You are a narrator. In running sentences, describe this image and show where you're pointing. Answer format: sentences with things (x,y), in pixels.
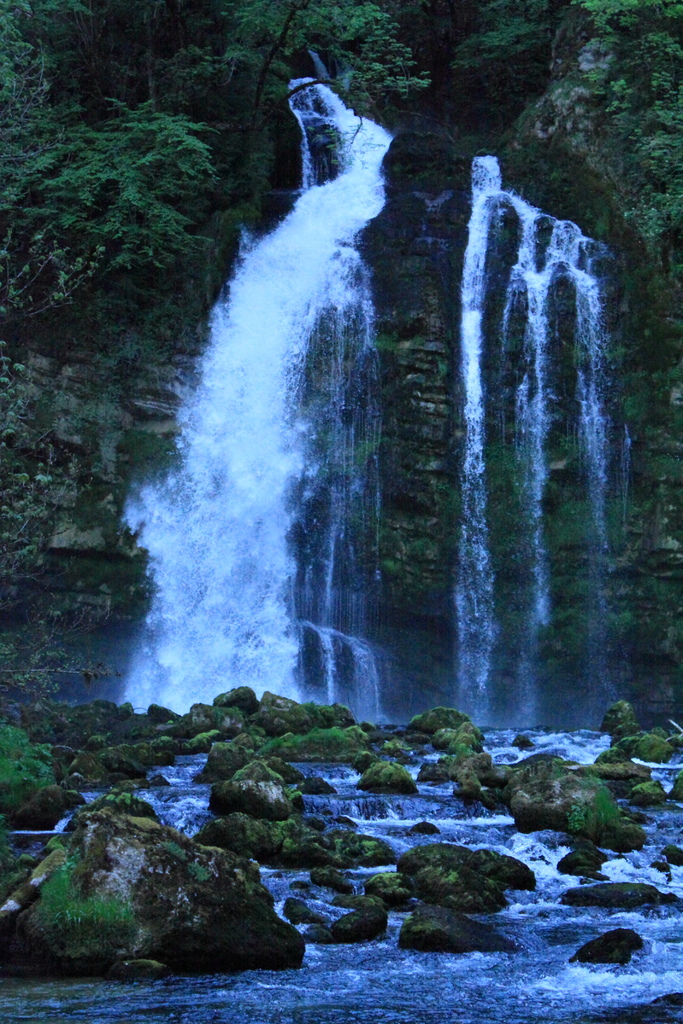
In the picture we can see water falls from the hills (393,426) and to the hill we can see some plants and to the down we can see water (399,971) and some rocks (389,892).
